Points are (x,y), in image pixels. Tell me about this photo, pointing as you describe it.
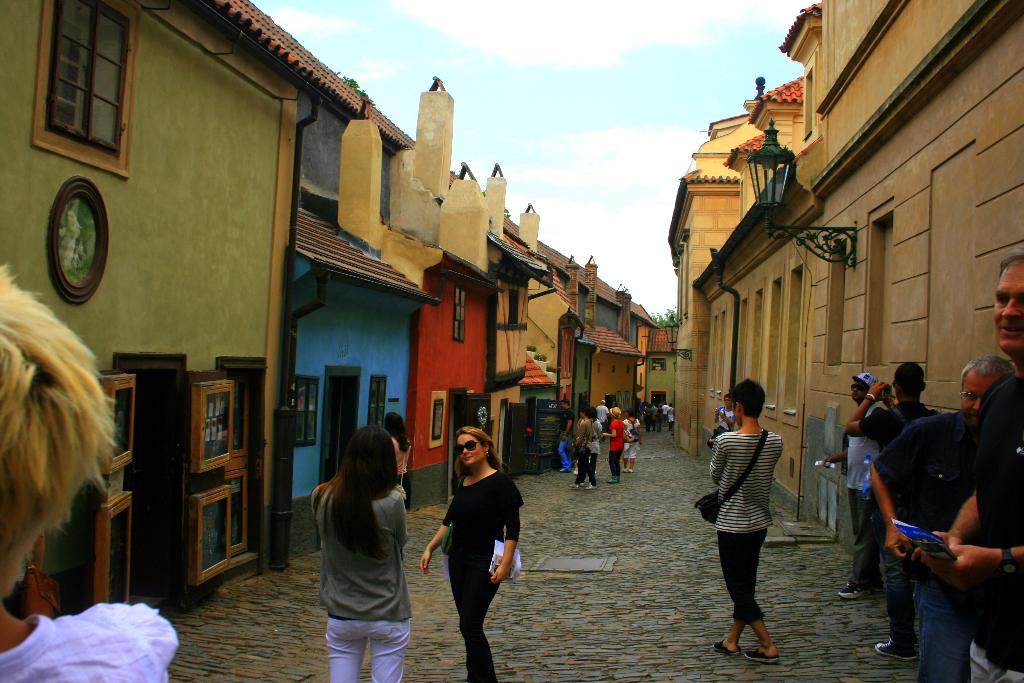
In this picture there are people (583,408) on path (590,672) and we can see buildings (557,347), boards (227,392), lights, windows (113,78) and objects (833,240). In the background of the image (600,133) we can see leaves (670,321) and sky (600,99).
